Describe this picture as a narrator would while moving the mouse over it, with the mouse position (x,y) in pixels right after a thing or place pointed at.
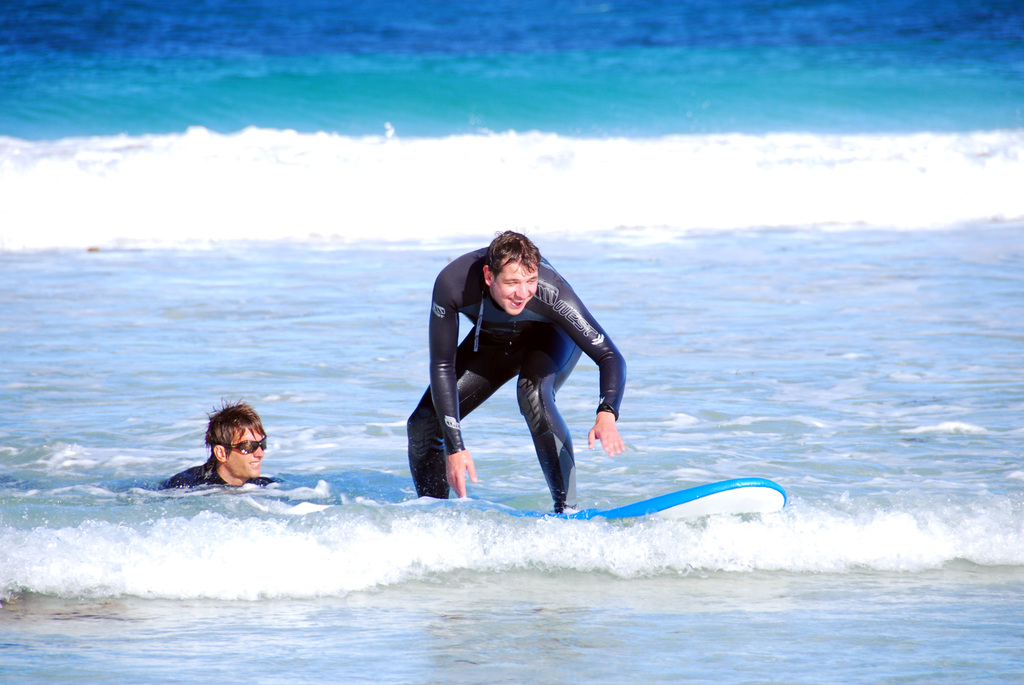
In this picture there are two men (223,422), among them one man (542,279) surfing on the water (669,524) with surfboard (633,506).
